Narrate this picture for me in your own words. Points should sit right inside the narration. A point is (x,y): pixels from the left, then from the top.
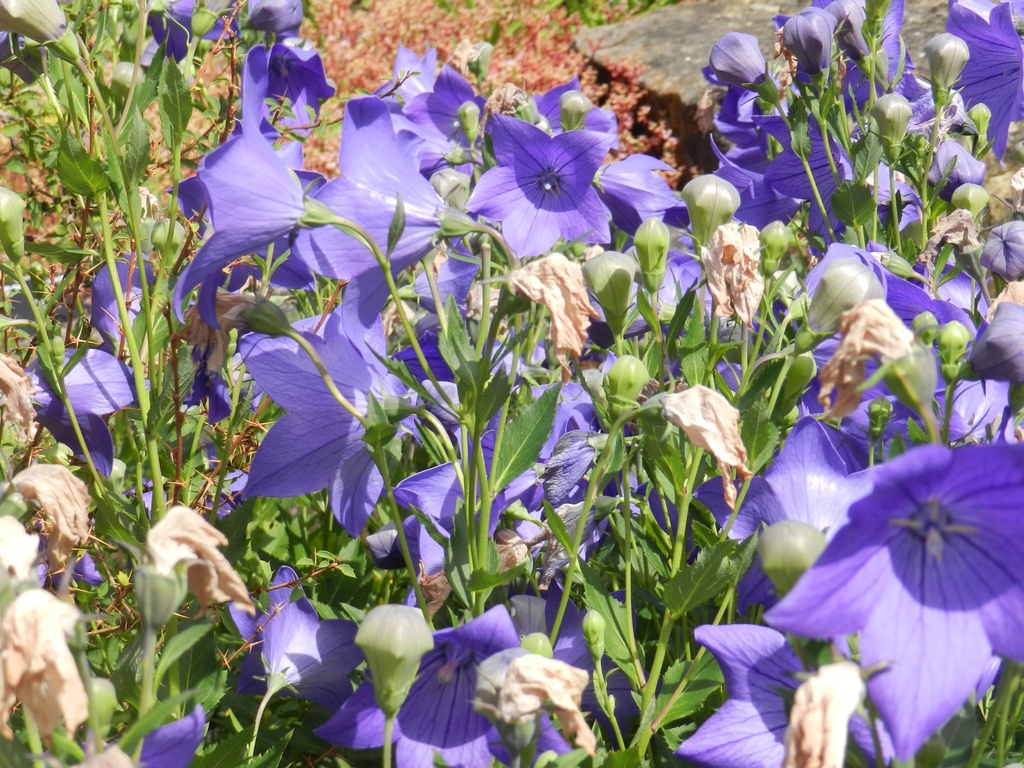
In the image there are many plants (498,275) with beautiful flowers (610,201) and flower buds (17,223).
